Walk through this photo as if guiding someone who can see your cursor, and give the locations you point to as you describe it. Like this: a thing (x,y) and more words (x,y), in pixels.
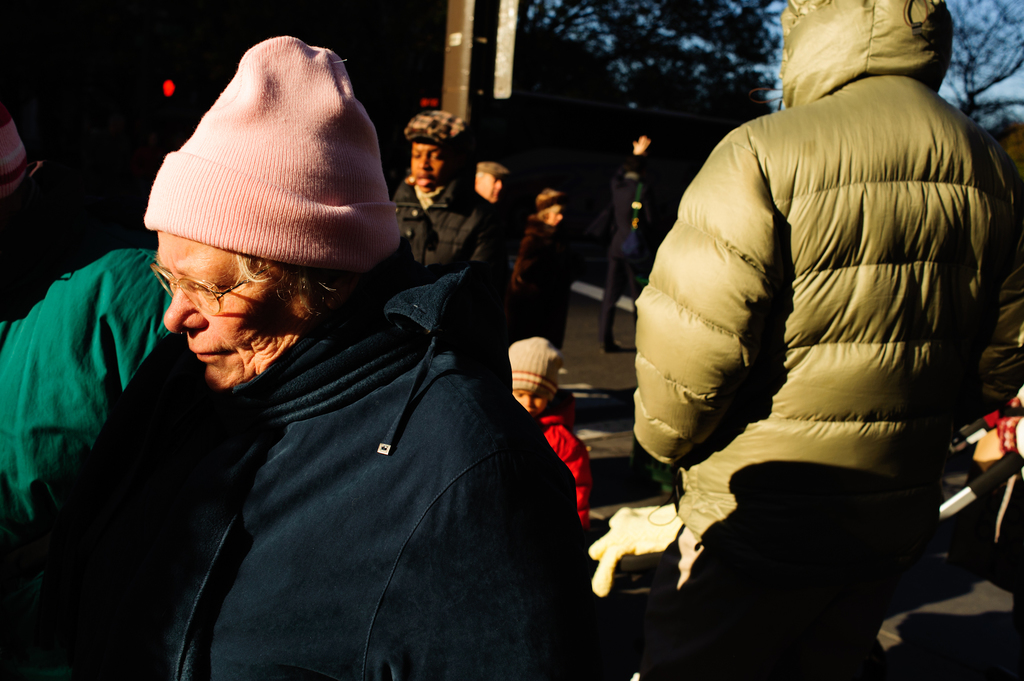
In the image we can see there are people (384,189) standing on the ground (583,267) and they are wearing jackets (880,283) and head caps (193,171). Behind there are trees (543,54) and background of the image (538,4) is blurred.
